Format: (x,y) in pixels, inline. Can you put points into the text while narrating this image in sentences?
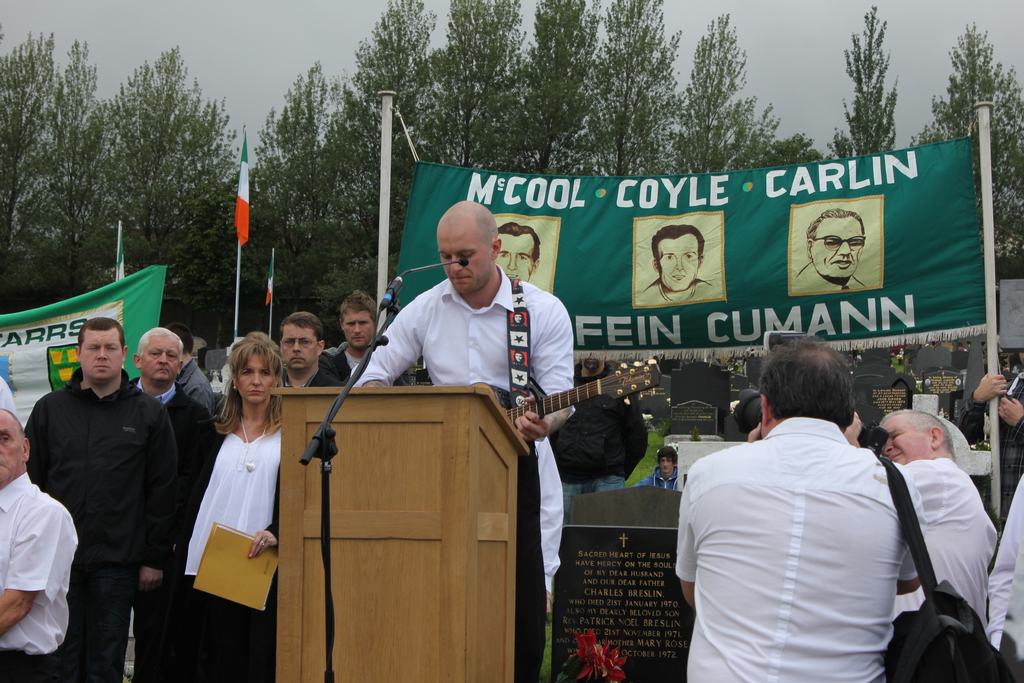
This image consists of persons (238,399) standing. The man (507,375) in the center (488,353) is standing and in front of the man (450,372) there is a podium (418,436) and a mic (330,430). In the front (824,586) on the right side (799,600) there are persons (870,554) standing and clicking a photo. On the left side (247,466) there is a woman (240,460) holding a file (221,561). In the background (743,267) there are banners (599,281) with some text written on it and there are trees (315,228), flags (243,215), and the sky (935,54) is cloudy.
